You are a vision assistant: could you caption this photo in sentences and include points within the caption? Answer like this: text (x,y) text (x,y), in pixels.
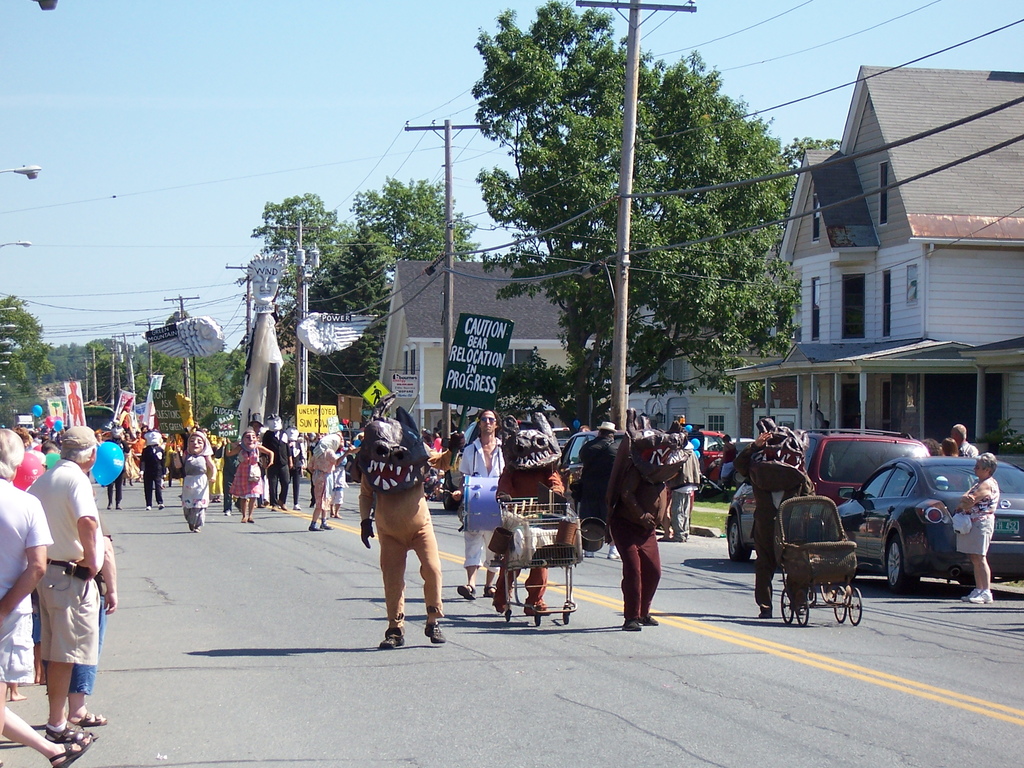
In this picture there are people (271,445), among them few people (229,462) walking on the road (719,629) and wore costumes (392,491) and we can see cart (531,503), stroller (822,525) and vehicles (856,447). We can see poles (95,367), lights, wires (365,283), houses (413,329), boards (175,417), grass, balloons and trees (334,260). In the background of the image (308,174) we can see the sky (321,53).
